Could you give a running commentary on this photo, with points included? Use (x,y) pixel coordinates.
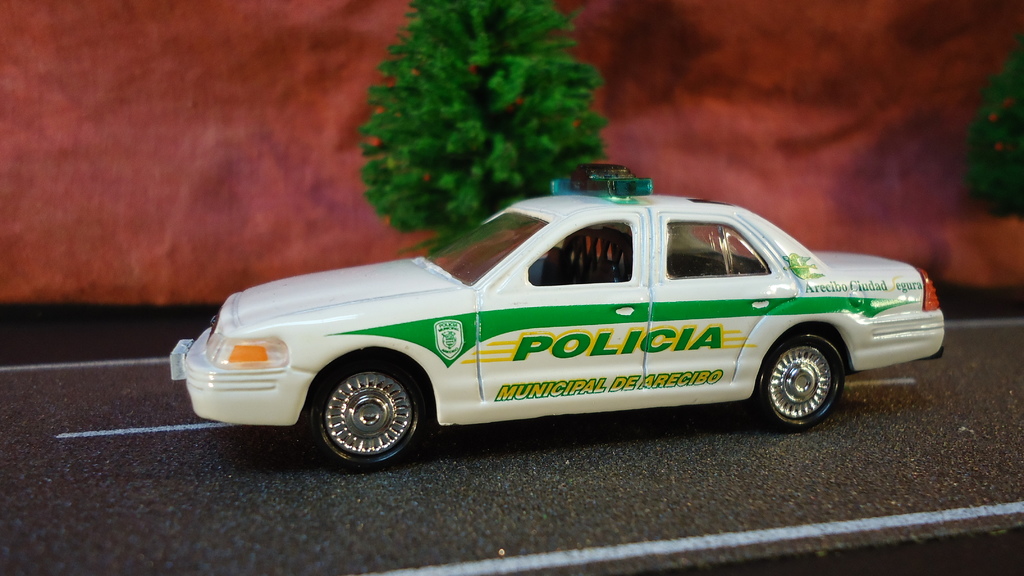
We can see car (745,286) on the road (537,435) and we can see trees (417,104). In the background (97,148) it is maroon color.
